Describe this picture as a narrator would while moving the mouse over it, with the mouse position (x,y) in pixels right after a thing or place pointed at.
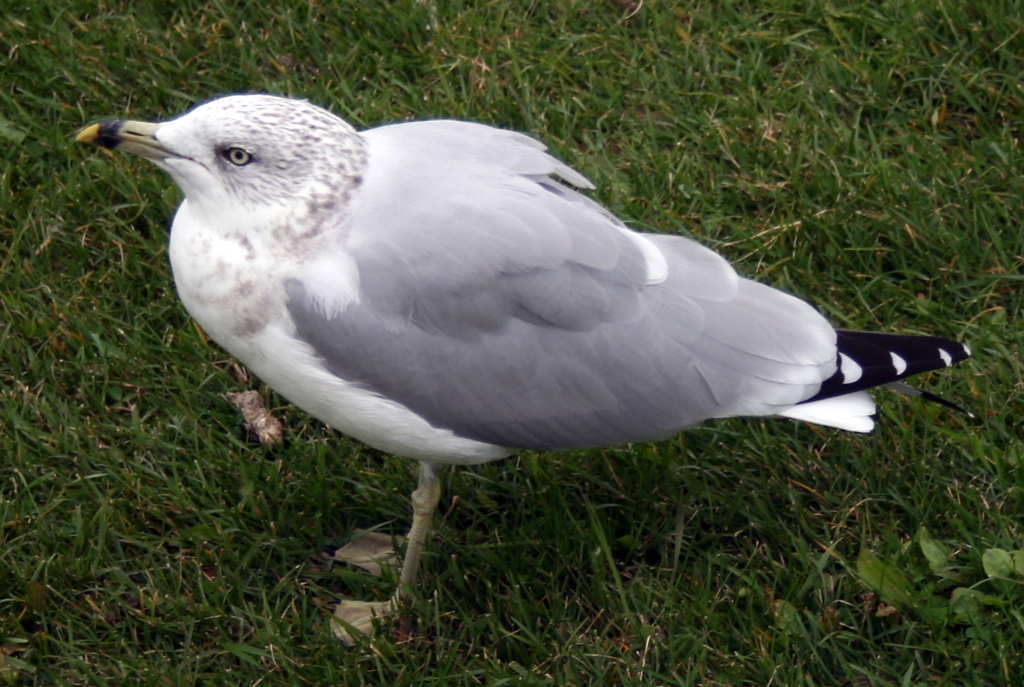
In this picture I can see there is a bird (679,367) here and it is in white color.
